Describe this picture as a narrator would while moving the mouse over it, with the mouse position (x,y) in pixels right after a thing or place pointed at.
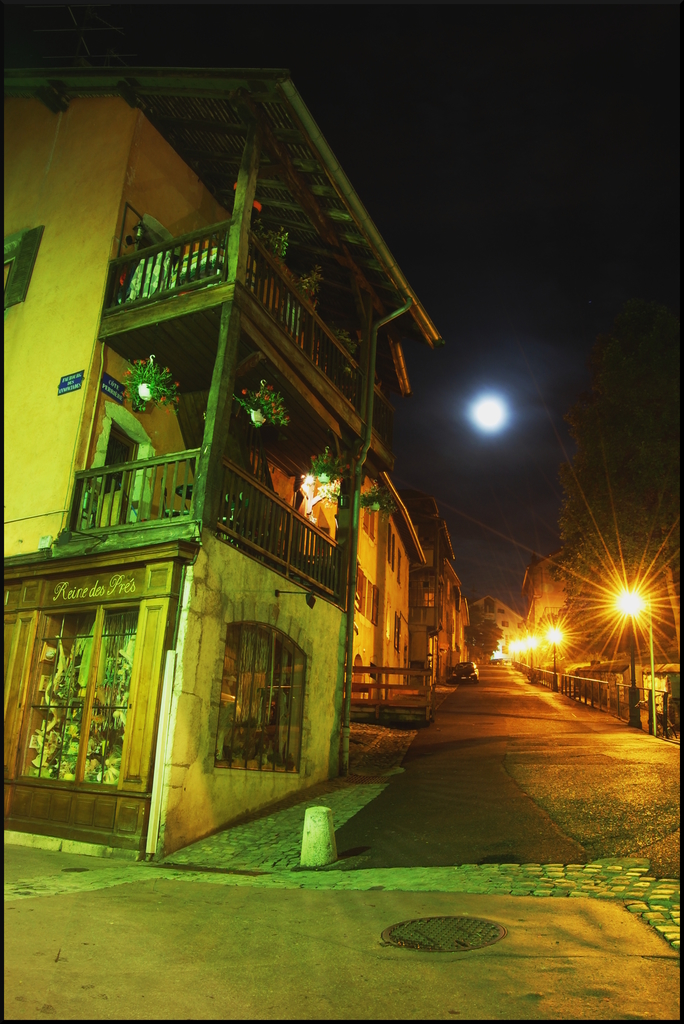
In this picture I can see the buildings (327,636) on the left side (114,599), in the background (471,667) there is a car (466,667). On the right side (587,660) there are lights (534,643), trees (647,634). At the top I can see the moon (481,410) in the sky (471,431).
